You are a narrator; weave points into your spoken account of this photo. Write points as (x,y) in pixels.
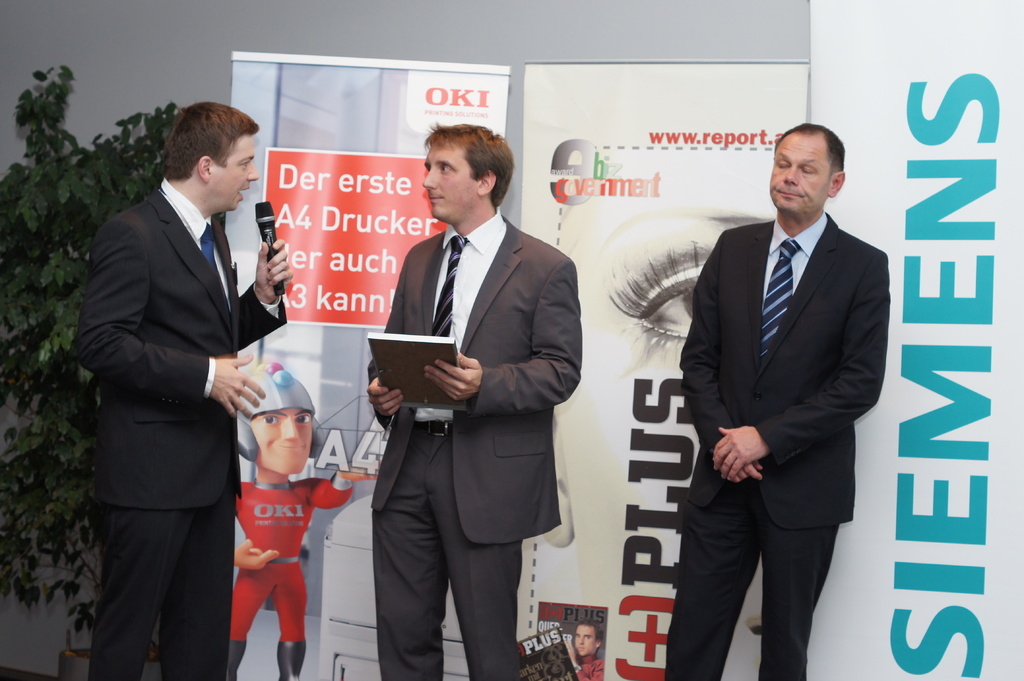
In this image there are three people (130,471) standing on stage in which one of them is holding mike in hand (277,278) and other one is holding book (434,400), behind them there are so many banners (357,399) and plant (32,184).
